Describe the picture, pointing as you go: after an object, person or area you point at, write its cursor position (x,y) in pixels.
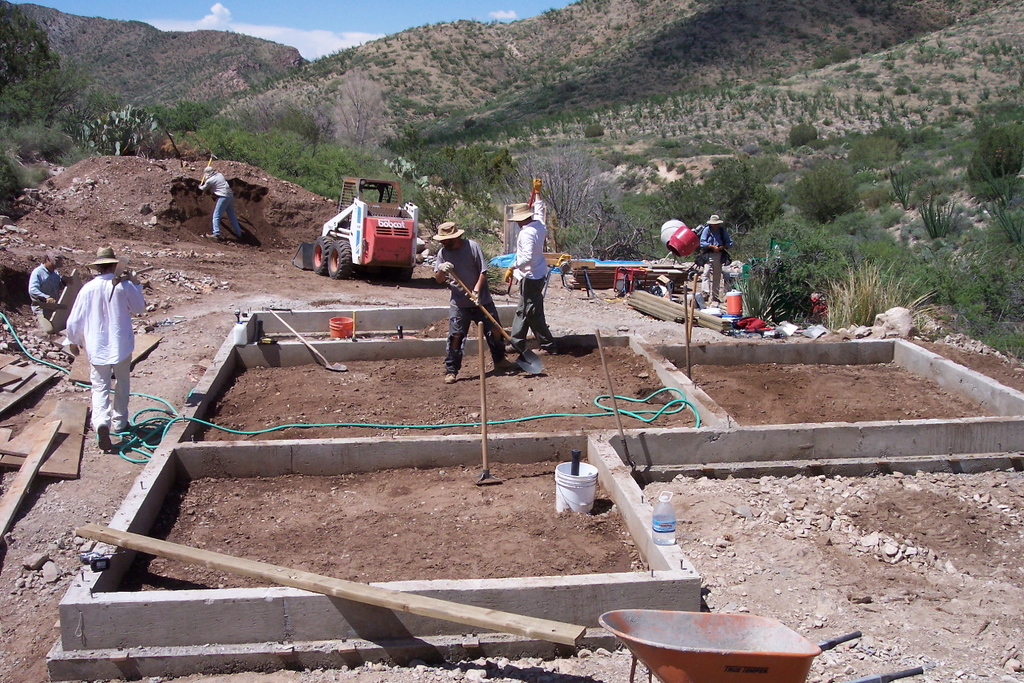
In this picture I can see there are few people (528,268) constructing a building (501,599) and they are holding tools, there is a wooden plank (125,537), water pipe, bucket (584,468), water bottle (663,539) and there is soil (430,523) on the floor (834,658). The people (124,323) are wearing hats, shirts (118,355) and pants (115,367). They are holding tools (123,275) and the person (107,345) on to left (109,355) is walking and he is holding a tool (124,262) in his hand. There are few wooden planks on the floor (19,299) on to left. There is a man (37,271) sitting and holding a wooden plank (74,279) and there is another person (228,211) at the soil (244,218) and he is also holding tool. There is a red color vehicle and there are few others (708,263) standing on the right (722,263). There are plants (577,169), trees (321,146) and in the backdrop (475,145) there are mountains (552,36) and they are covered with trees (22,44) and the sky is clear.
